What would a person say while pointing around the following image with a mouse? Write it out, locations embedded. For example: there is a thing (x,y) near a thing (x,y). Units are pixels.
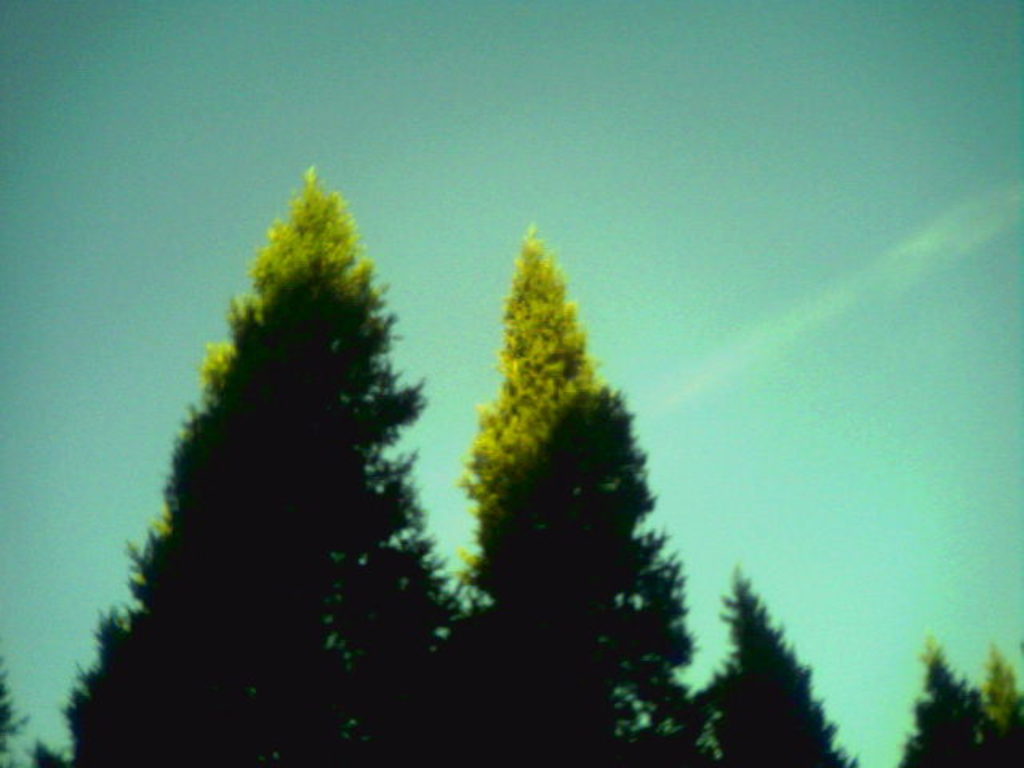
In the center of the image (356,485) there are trees (516,531). In the background (390,149) there is sky (151,343).
